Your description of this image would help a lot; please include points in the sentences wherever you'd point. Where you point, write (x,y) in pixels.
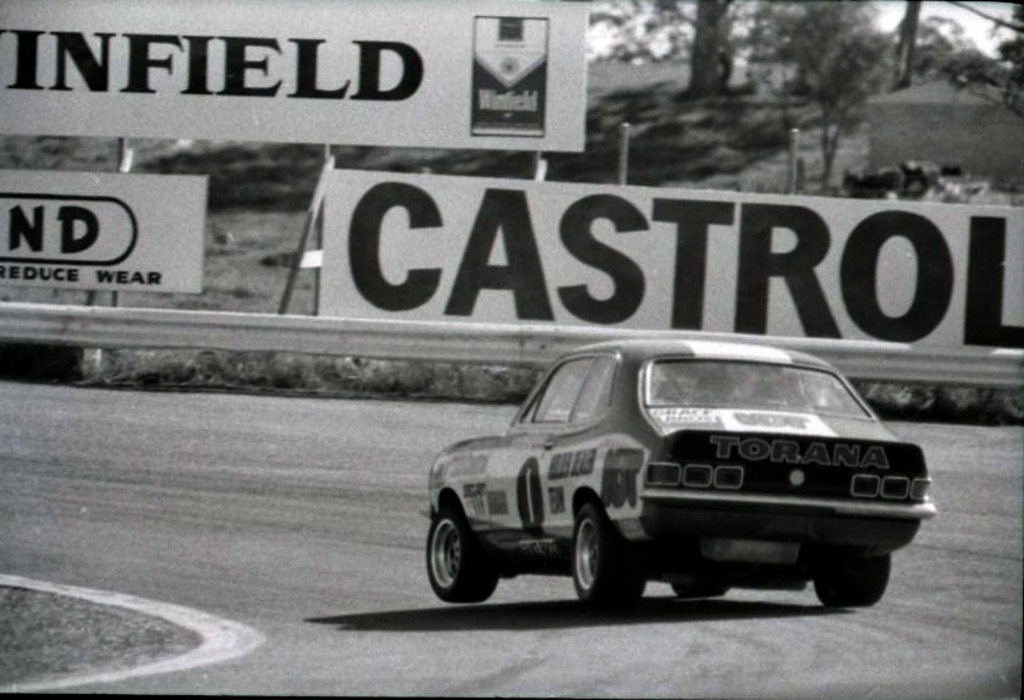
This is a black and white image. Here I can see a car (528,507) on the road (287,448). In the background (934,286) there are some boards (587,269) on which I can see some text (57,245). At the top (699,32) there are some trees (684,40).
